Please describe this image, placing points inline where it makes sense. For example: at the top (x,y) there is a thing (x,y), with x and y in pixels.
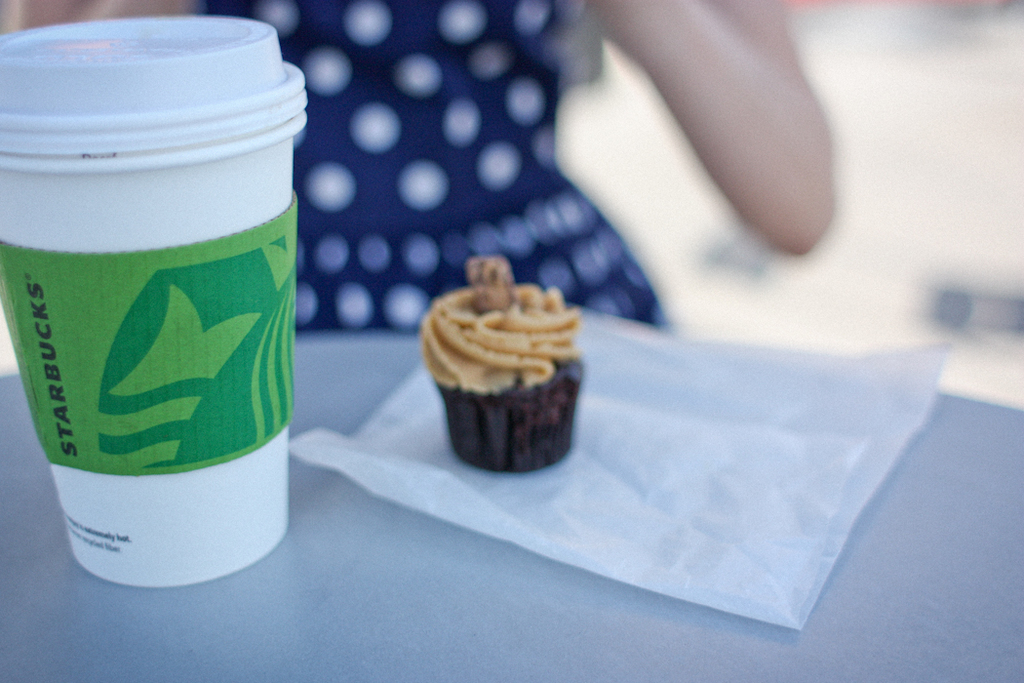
In this picture we can see a table (428,593) in the front (428,593), there is a paper (596,557), a cup cake (514,382) and a cup (135,316) present on the table (419,603), we can see a person (421,162) in front of the table (440,596), there is a blurry background (952,199).
